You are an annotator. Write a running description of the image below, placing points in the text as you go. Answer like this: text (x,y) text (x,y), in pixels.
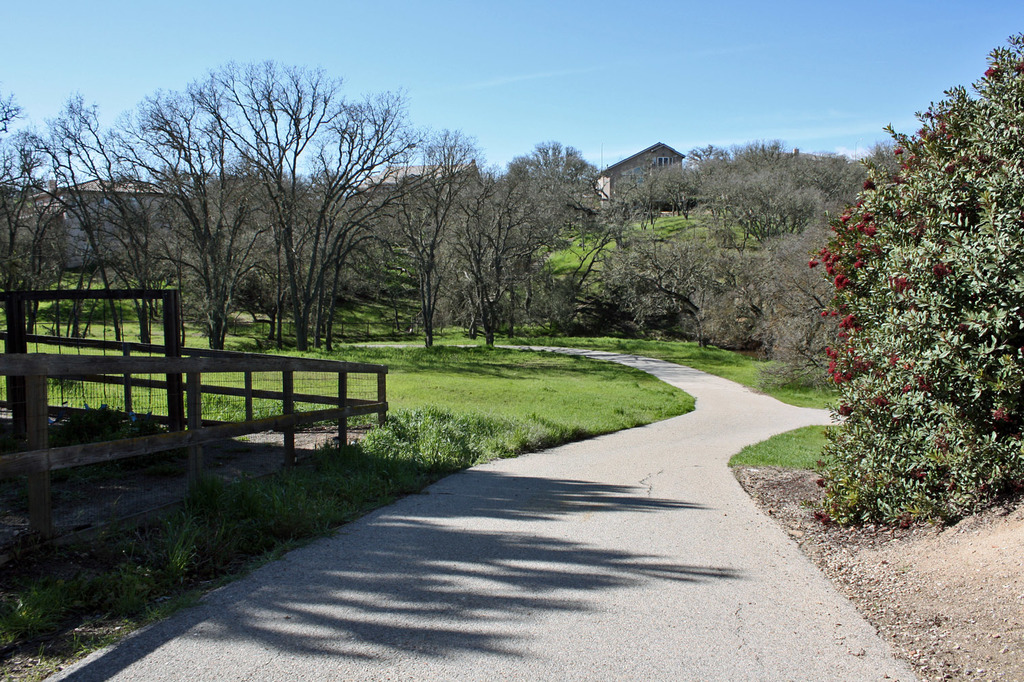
In this image there is a path (716,397), on either side of the path (646,527) there are trees (639,264), on the left side (103,462) there is fencing (28,360), in the background (647,157) are houses (632,163) and blue sky (791,87).
